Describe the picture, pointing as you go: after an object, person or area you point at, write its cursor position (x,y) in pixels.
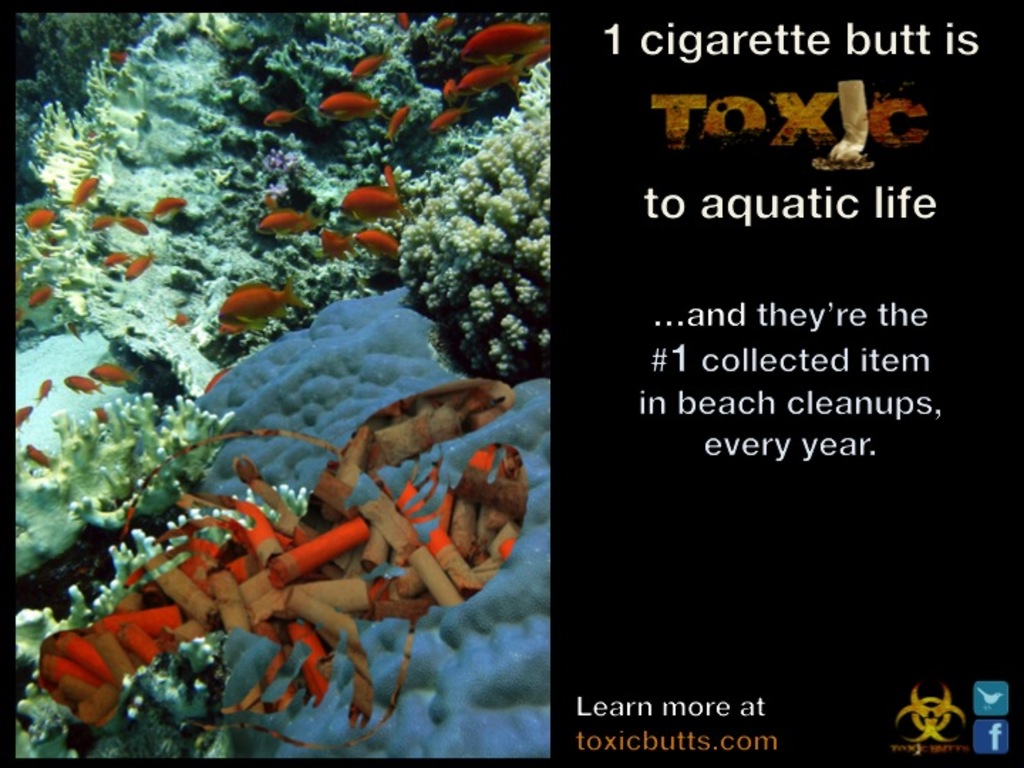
This is an edited image. On the left side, we see the fishes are swimming in the water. We even see some aquatic plants (301,159) and aquatic animals (334,368). On the right side (799,397), we see some text (811,308) written in white color. In the background (797,523), it is black in color.
